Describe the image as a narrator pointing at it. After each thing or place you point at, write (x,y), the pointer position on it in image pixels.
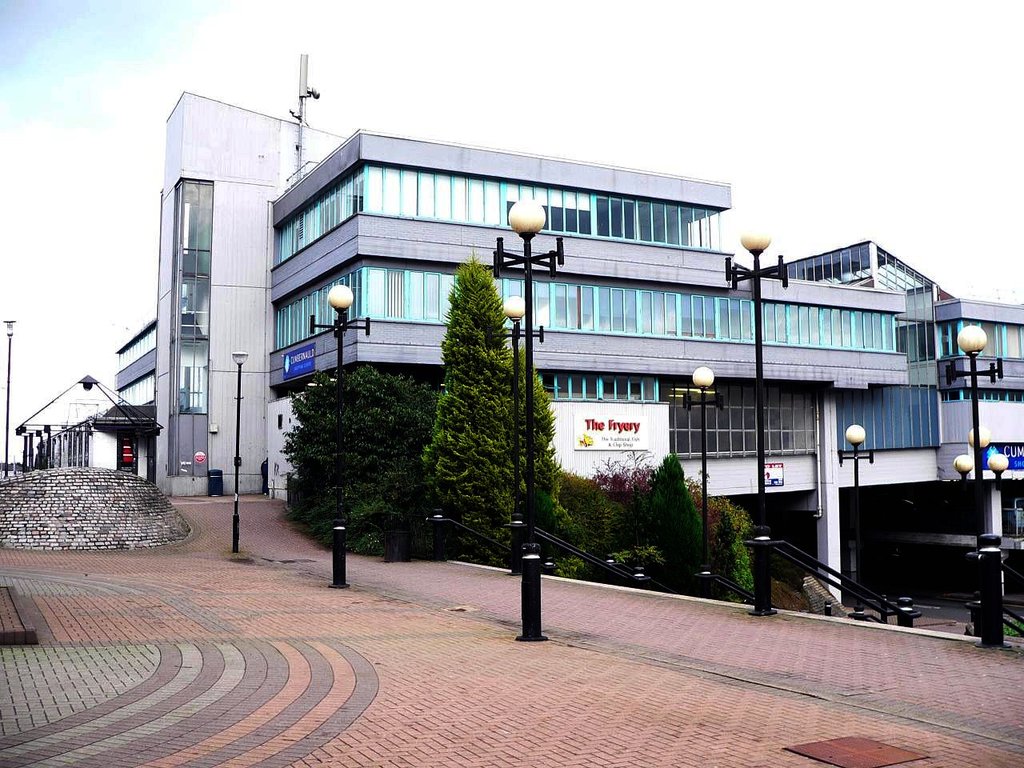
In this image we can see buildings (899,362), poles (521,539), trees (673,543) and railing (745,590). The sky (684,99) is white in color. Left side of the image (89,495) brick wall (74,516) is present.
